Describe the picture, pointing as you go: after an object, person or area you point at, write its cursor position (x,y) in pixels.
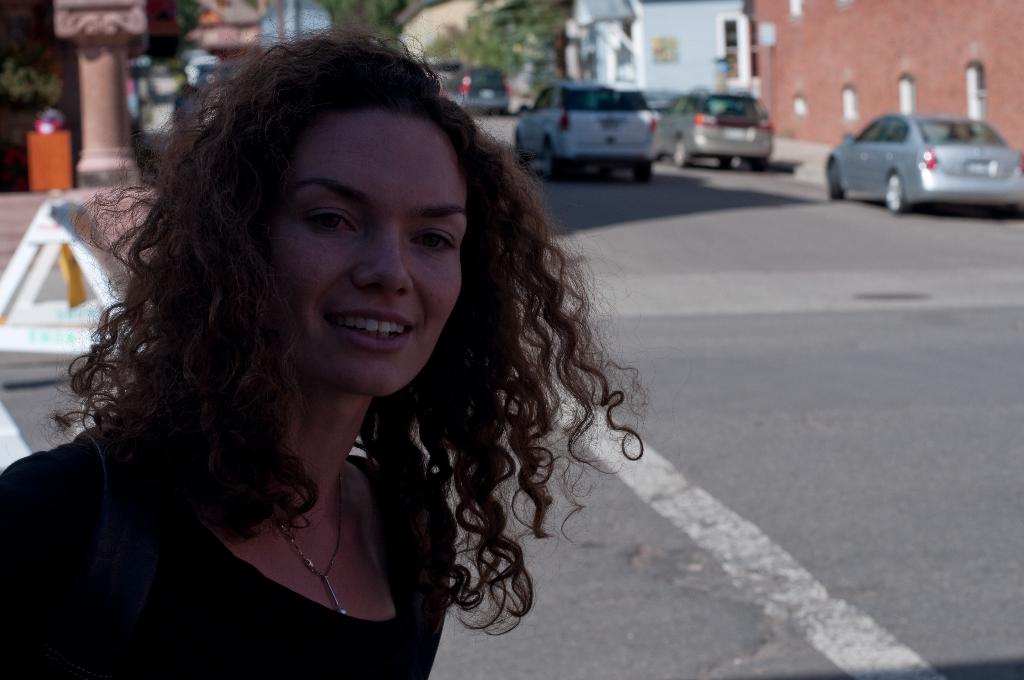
In this picture I can see a woman (220,240) in front (349,326), who is wearing black color dress (217,631) and I see a locket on her neck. In the middle of this picture (662,446) I see the road (701,172) on which there are cars (701,158). In the background (114,13) I can see the trees (525,21) and the buildings (732,56).
